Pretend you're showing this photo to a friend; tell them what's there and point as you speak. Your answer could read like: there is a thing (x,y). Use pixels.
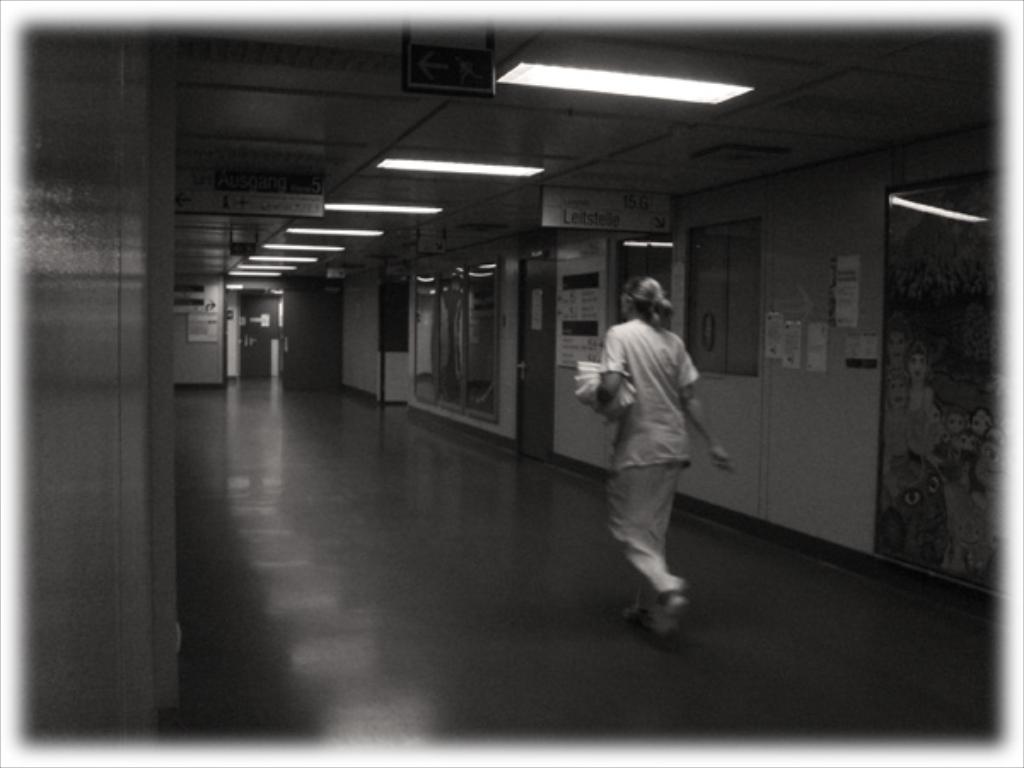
In this picture I can see there is a woman (644,393) walking, she is holding a few objects (630,391) in her hand (615,387), there are lights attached to the ceiling (592,112), there are doors (606,278), photo frames (961,203) at the right side (875,347). I can also see there are a few boards (229,177) attached to the ceiling (370,193).
